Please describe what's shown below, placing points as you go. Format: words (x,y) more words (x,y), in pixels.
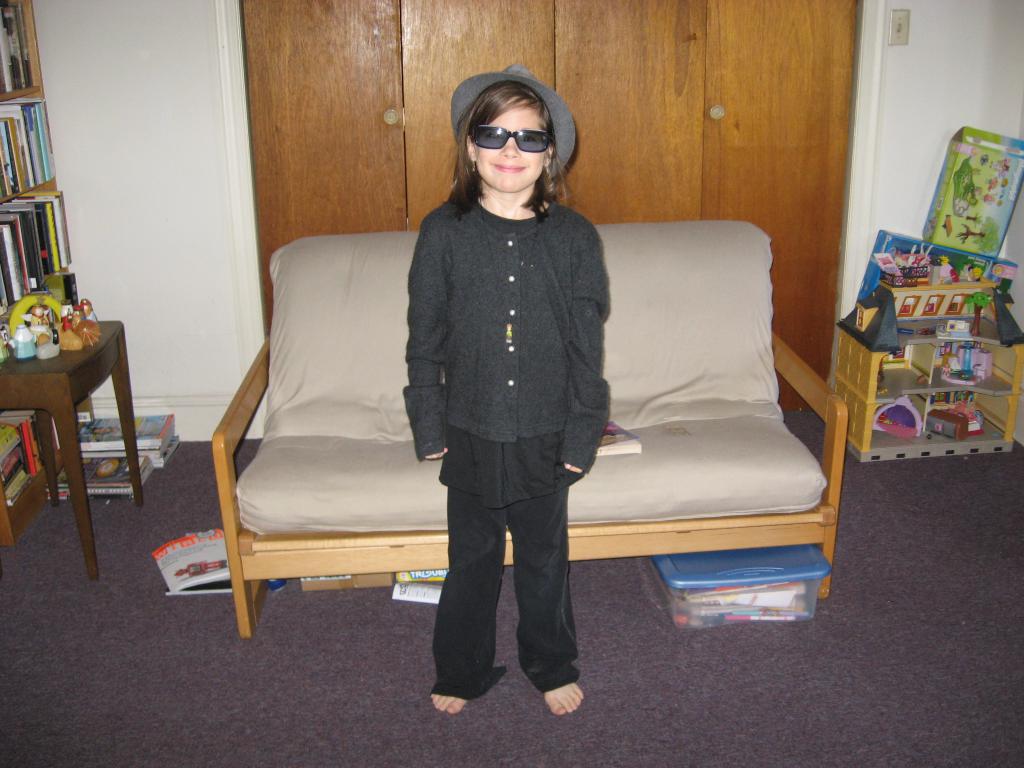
The image is taken in a room (996,92). In the center of the picture (550,333) there is a girl (512,267), wearing spectacles (526,135), hat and black dress (506,402), behind her there is a couch (366,445) and there are books (203,584), box (671,571) and other objects (270,582). On the right (942,435) there is a desk (978,388), and there are toys (959,310) in it. On the left (1,416) there are books (32,201), bookshelves (32,197), desk (40,365) and toys (78,337). In the background (406,59) there is a wooden object (444,65). In the foreground (268,733) it is covered with mat (974,556).
